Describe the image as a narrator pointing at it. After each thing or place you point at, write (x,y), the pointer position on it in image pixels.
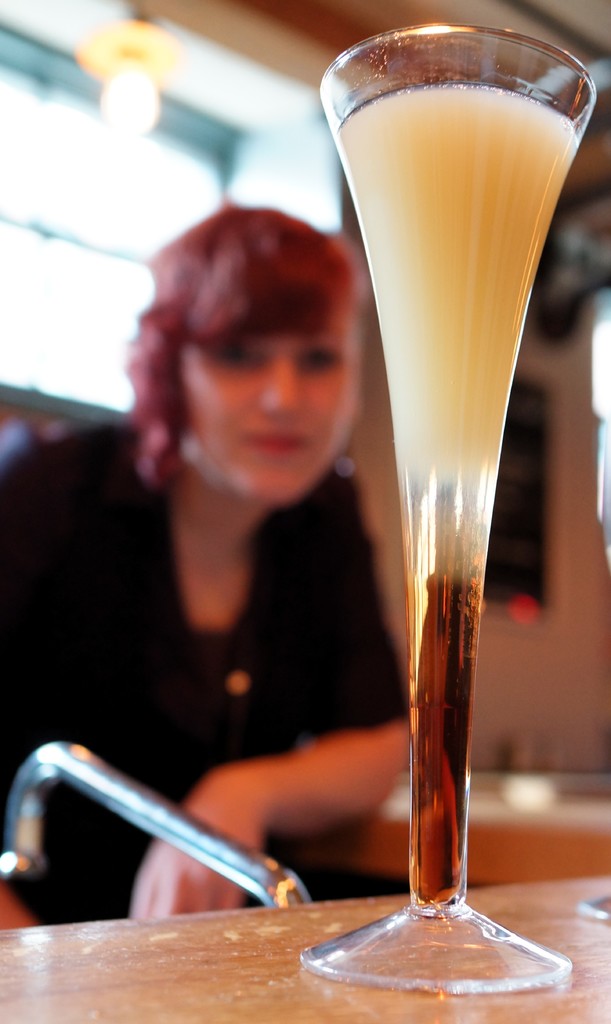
In this image we can see a person (252,546) sitting on the seating stool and a table (216,927) is placed in front of her. On the table (273,961) we can see a beverage glass (415,185).
